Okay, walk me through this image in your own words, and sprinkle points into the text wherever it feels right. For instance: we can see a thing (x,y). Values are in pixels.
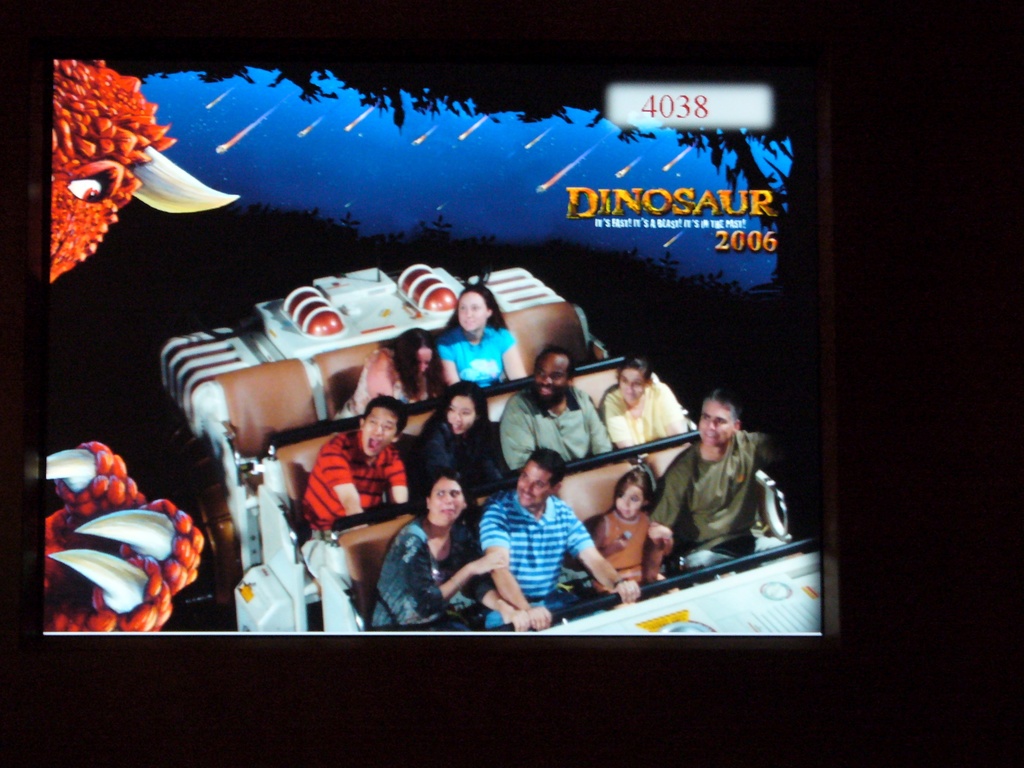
In the image there are few people (548,455) sat on roller coaster (319,374) in the middle (356,447). On the above right side (766,210) there is a text (663,192) saying dinosaur.
